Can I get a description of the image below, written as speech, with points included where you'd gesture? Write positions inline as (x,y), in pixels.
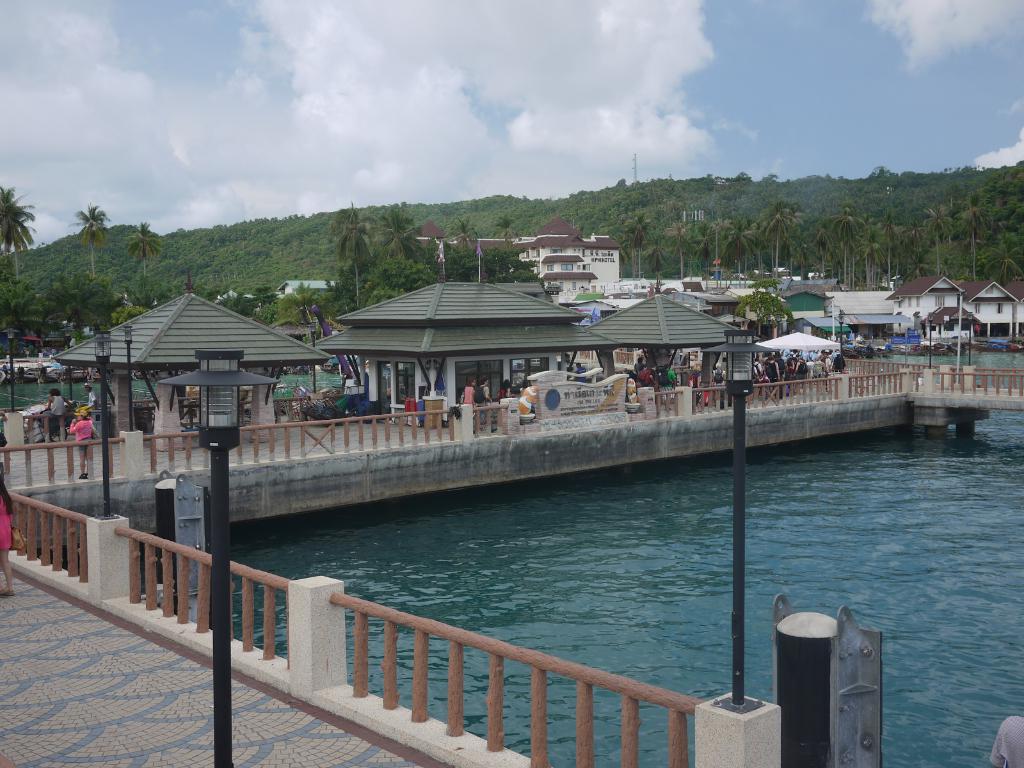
In this image there is a big river (956,463) and bridge (688,388) on the top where so many people (670,388) are standing under the tent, also there is a mountain (684,257) with trees (664,250) and buildings (951,301).
